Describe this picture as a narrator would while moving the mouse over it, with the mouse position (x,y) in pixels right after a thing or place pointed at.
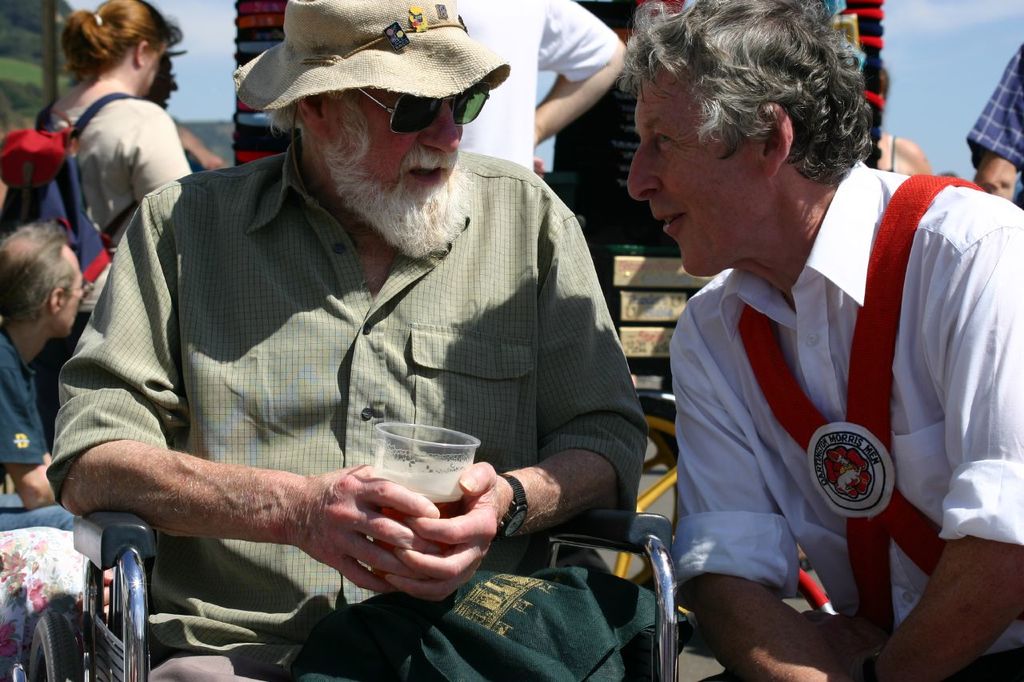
In the image we can see there are people (223,287) wearing clothes (304,238). Here we can see a man (275,305) sitting, wearing clothes (312,346), wrist watch (514,515), goggles (431,112), hat (440,91) and he is holding a glass (416,456) in his hands (398,499), in the glass (427,482) we can see the liquid (448,486), and the sky (955,54).
